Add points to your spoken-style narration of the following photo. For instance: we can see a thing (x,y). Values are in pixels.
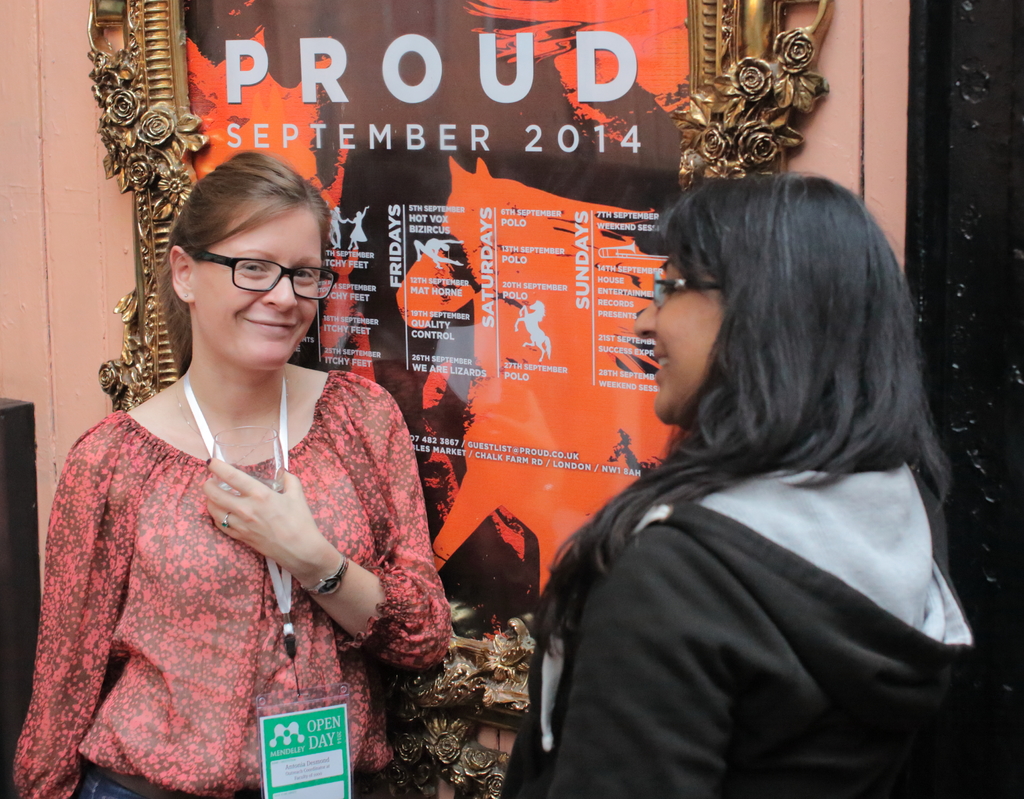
In this picture there are two persons (720,662) standing and smiling. At the back (114,257) there is a frame (522,149) on the wall (11,69) and there is a text (260,139) on the frame (515,158).
